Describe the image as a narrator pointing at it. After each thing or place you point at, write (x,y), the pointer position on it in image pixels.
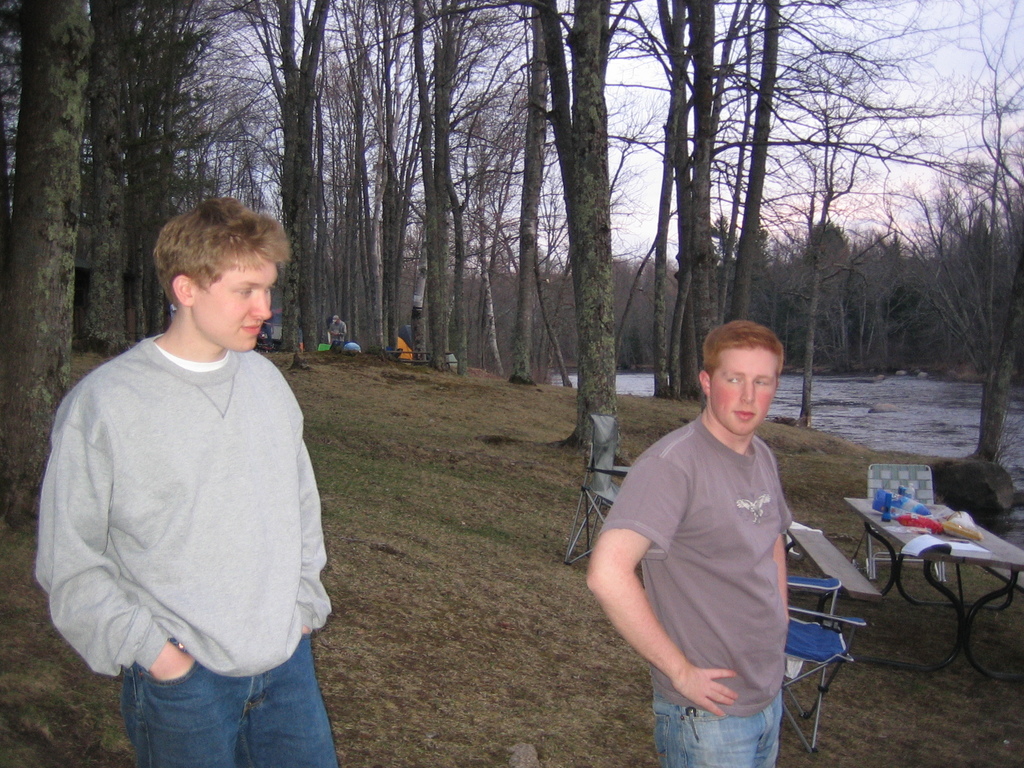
In the image we can see there are men (53,523) who are standing in front (93,404) and at the back (48,185) there are lot of trees (787,250) and river (880,401).
